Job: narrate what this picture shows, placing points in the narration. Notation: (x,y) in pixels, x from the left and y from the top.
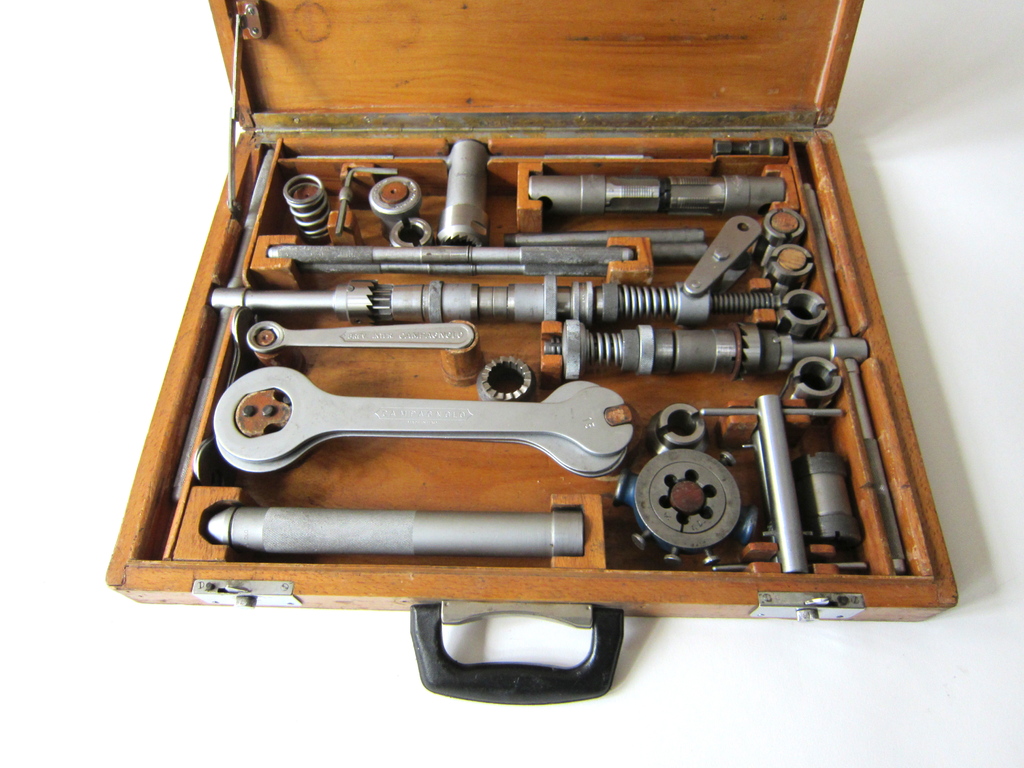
On the white surface (847,93) we can see tools (646,477) in wooden box (281,477).
